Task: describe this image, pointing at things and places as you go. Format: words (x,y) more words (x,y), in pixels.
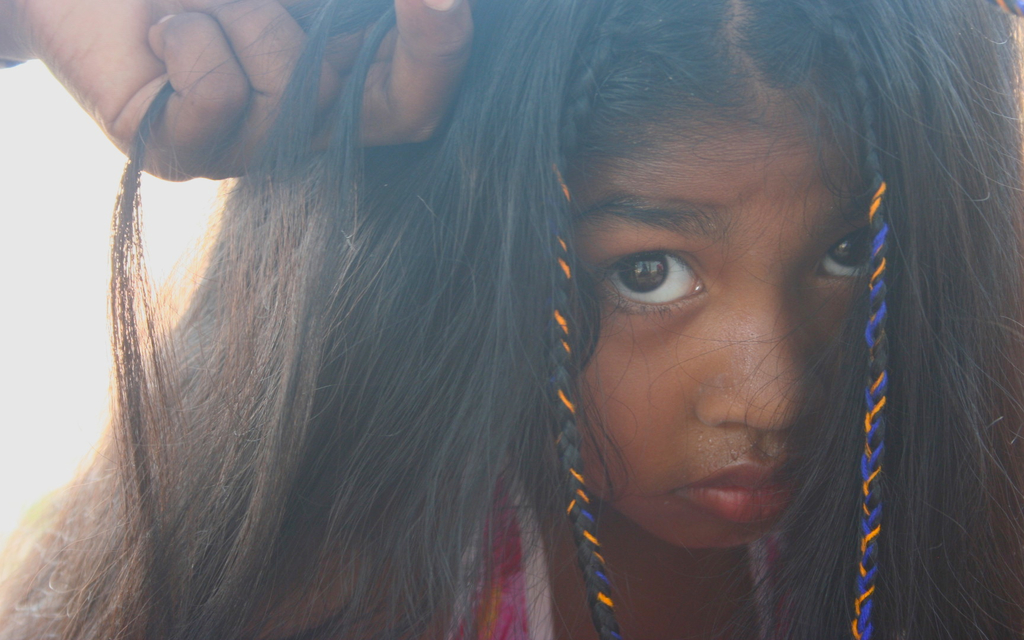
In this image, we can see a girl (607,554) is watching. Top of the image (250,86), we can see a person hand (110,68) is holding a girl hair (512,94).
